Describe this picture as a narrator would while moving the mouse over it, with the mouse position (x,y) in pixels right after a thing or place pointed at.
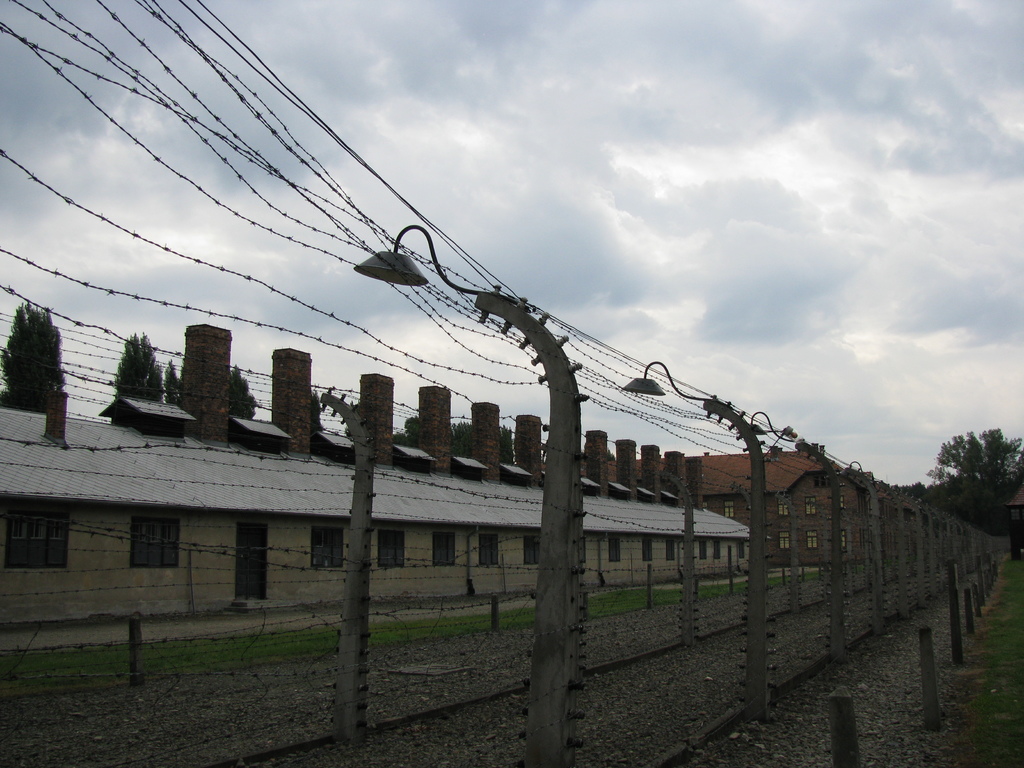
In the image I can see a fence (564,531), light poles (553,501) and buildings (608,560). In the background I can see trees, the sky (663,450) and some other objects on the ground (210,658).
